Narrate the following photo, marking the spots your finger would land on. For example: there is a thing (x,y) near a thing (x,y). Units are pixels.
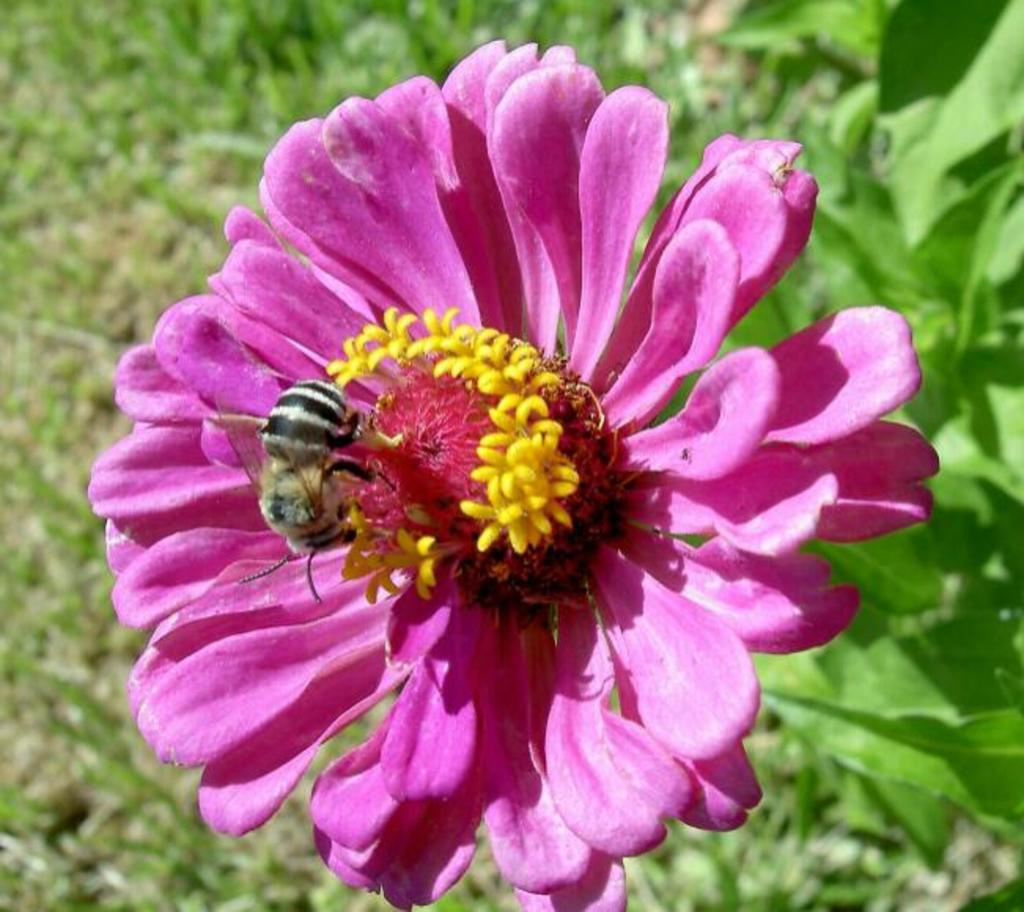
In the image there is a pink flower (419,429) and there is a bee (298,449) on the flower (357,390) and the background of the flower (785,222) is green.
